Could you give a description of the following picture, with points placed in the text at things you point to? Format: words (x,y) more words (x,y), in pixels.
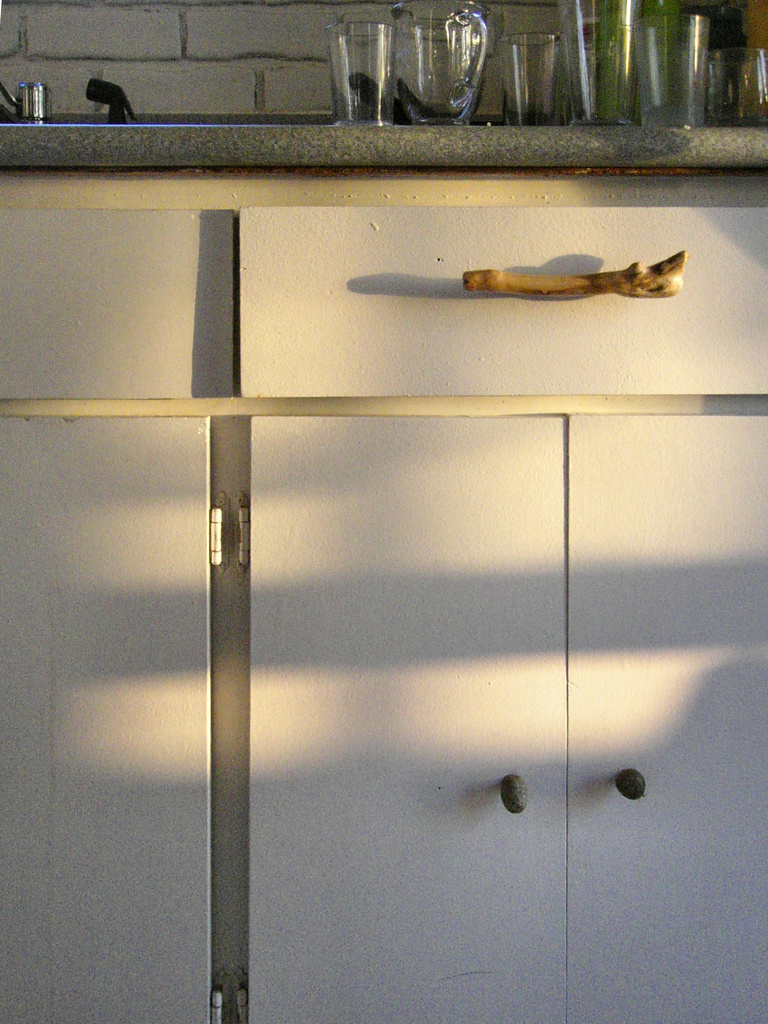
In the center of the image (449,425) there is a wall (207,19), table (485,152), brown color object (541,290) and cupboards (592,199). On the table (255,157), we can see glasses (601,101), one jar (425,94) and a few other objects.
